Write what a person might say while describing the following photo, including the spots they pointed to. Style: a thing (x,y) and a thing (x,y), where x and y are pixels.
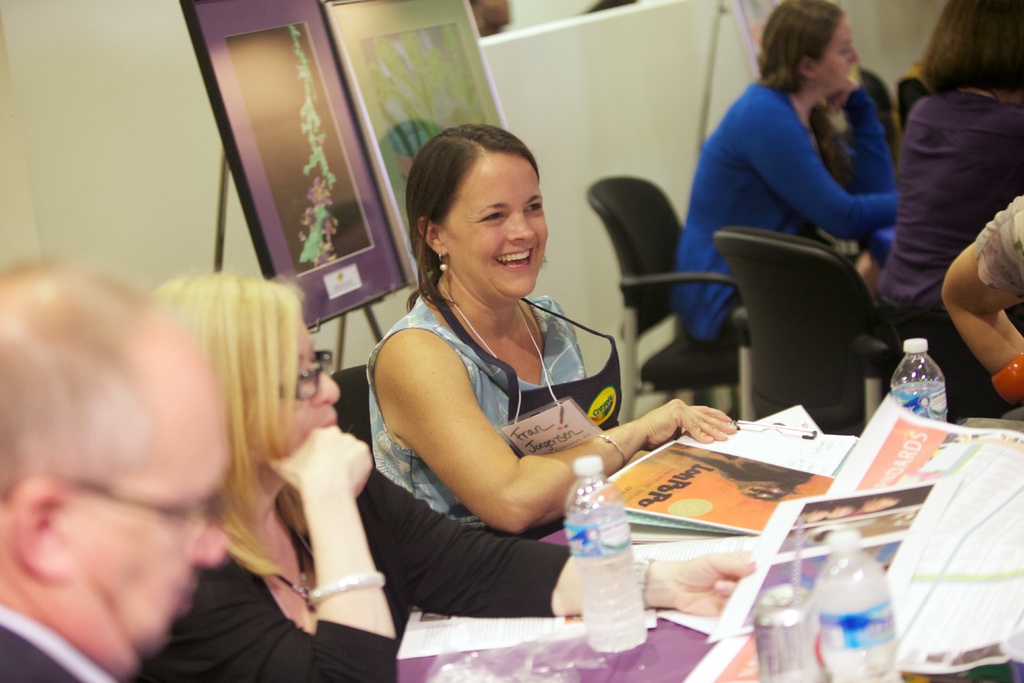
This is picture inside a room (628,384). There is woman (490,324) wearing a apron (523,397) smiling who sat on chair (355,417) beside another woman (242,554) who wore black dress (437,574), she had blond hair (253,393). Behind them there are two paintings (314,144) and there is a table (609,656) in front of people (677,585) which had bottles (623,553) newspapers (922,565) on it and another woman (710,167) sat on chair (650,213) in the background (898,231).
